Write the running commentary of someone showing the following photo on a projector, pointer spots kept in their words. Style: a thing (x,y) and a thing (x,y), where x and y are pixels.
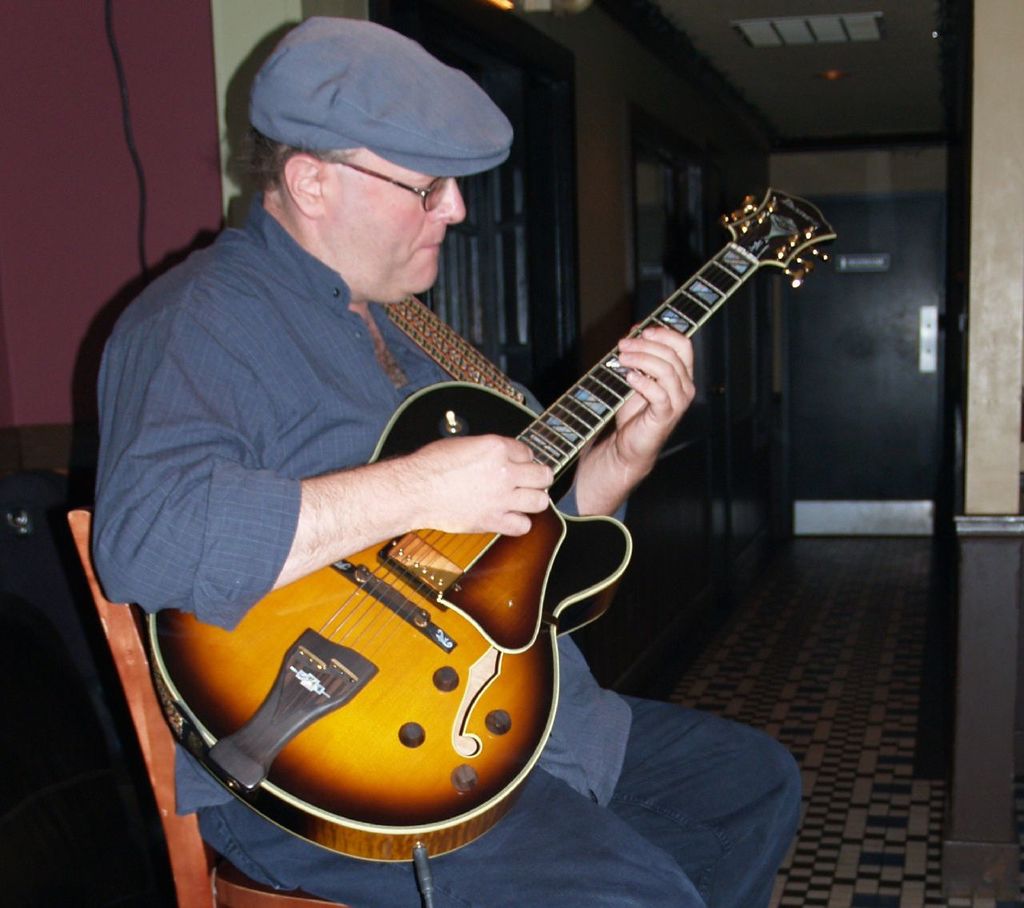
In this picture we can see man (379,355) wore cap (395,125), spectacle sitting on chair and holding guitar (735,246) in his hand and playing it and in background (189,85) we can see wall (875,183).
